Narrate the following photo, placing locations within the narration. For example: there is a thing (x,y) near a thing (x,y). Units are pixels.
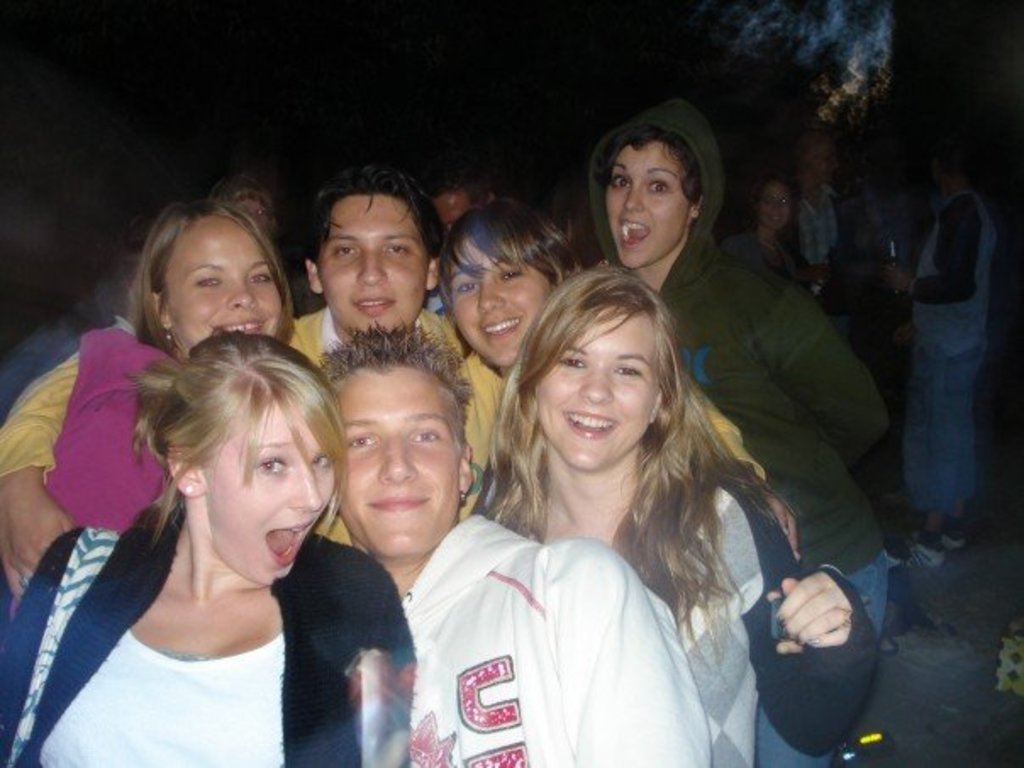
In this image there are a group of people (376,554) posing for the camera with a smile on their face (510,358).
